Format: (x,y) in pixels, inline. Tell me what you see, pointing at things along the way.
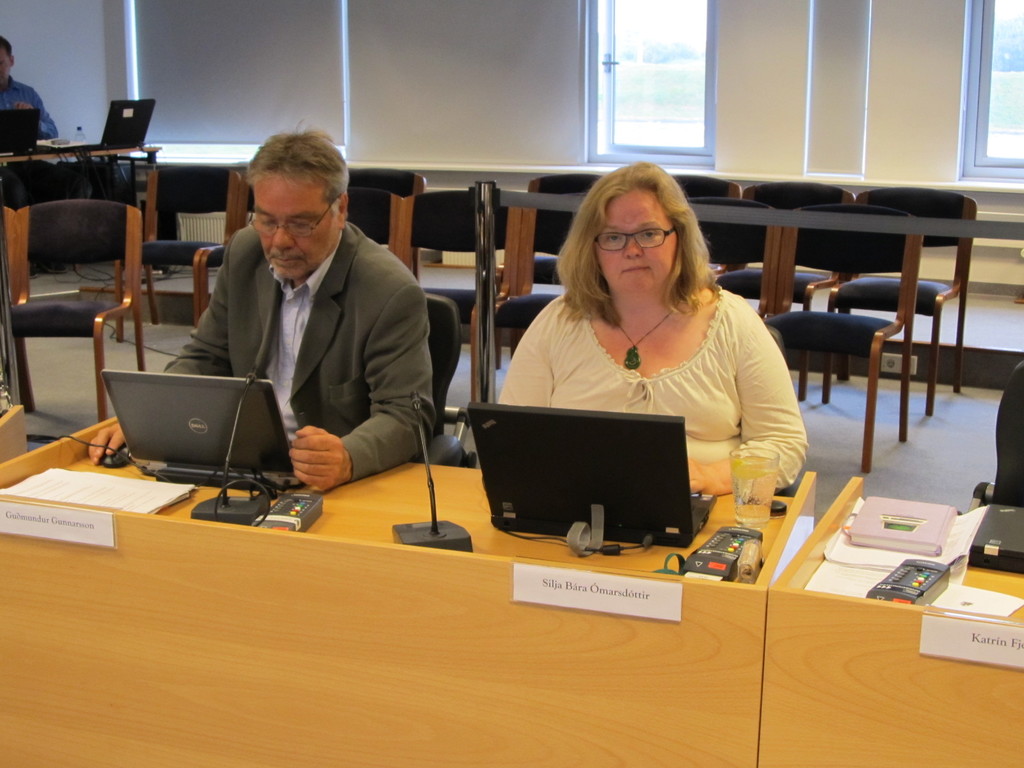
In this image we can see few people (555,371) working on the laptops (3,123). There are many objects (702,555) on the table (815,566). There are few windows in the image. There is a person (31,96) at the left side of the image (37,103). There are many chairs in the image.
